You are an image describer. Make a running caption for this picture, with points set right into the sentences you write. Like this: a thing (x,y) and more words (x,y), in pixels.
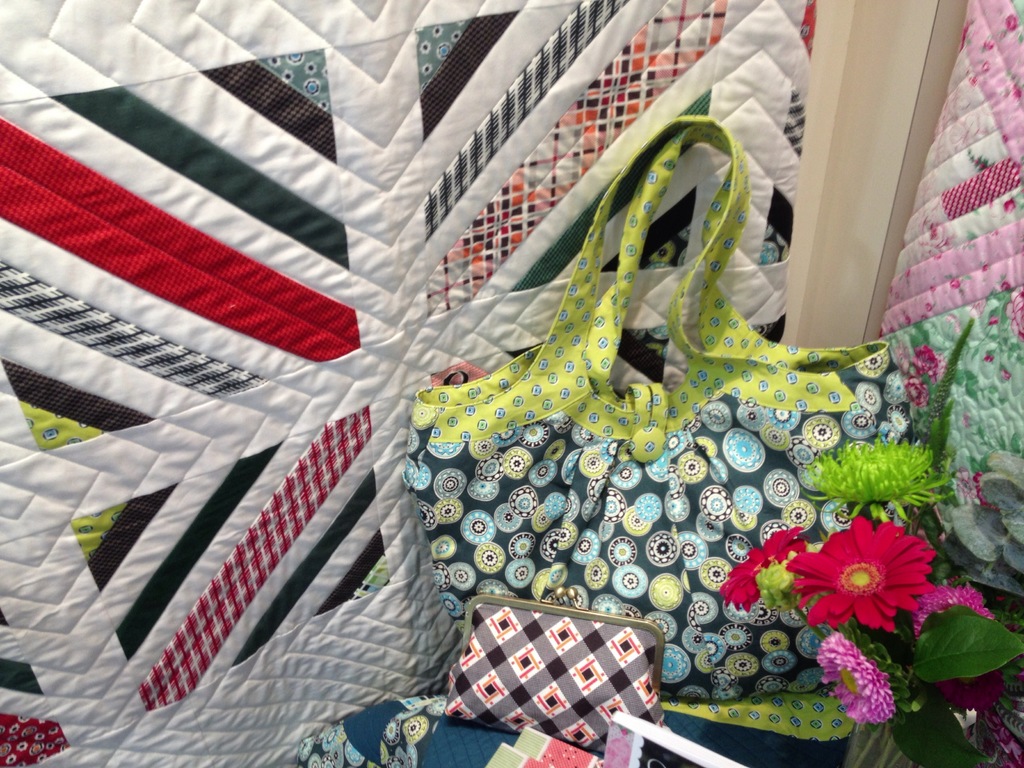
In this image we can see bags (629,264), clothes (351,84), books (571,749), leaves (900,692), and flowers (844,461).
